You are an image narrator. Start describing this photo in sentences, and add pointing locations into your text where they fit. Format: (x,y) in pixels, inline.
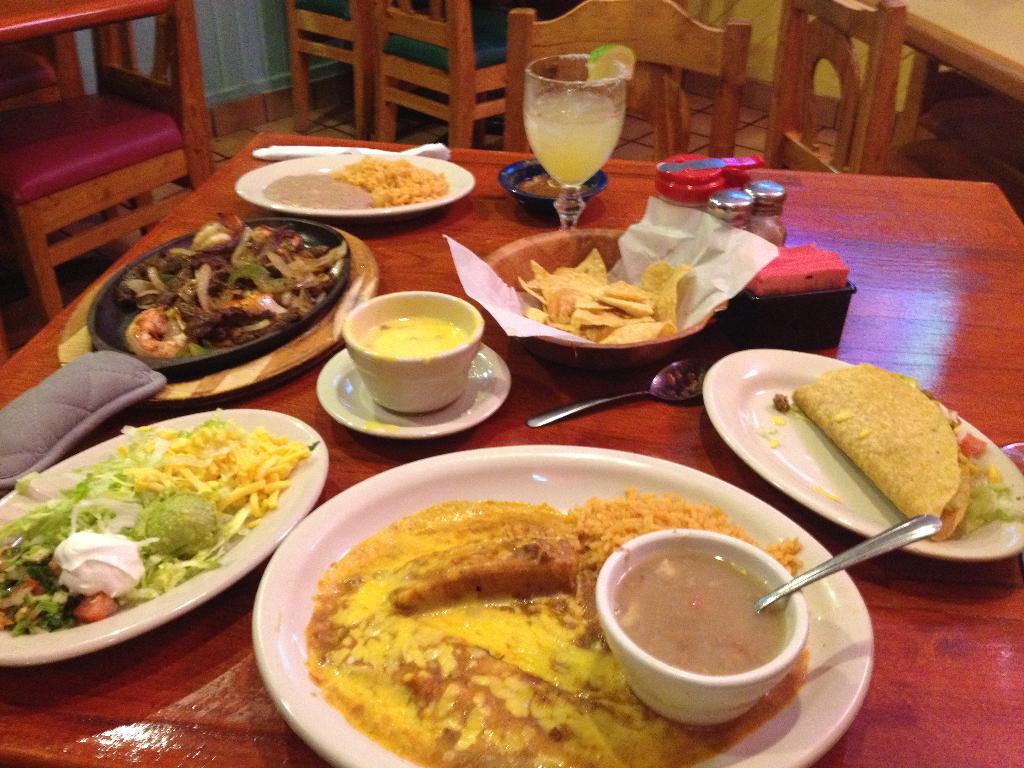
In this image we can see many food items (532,597) are kept on the plates (796,443), we can see spoons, glasses (537,143), bowls (534,178) and few more things (786,279) kept on the wooden table (190,692). In the background (288,33), we can see wooden chairs (898,45) on the floor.
